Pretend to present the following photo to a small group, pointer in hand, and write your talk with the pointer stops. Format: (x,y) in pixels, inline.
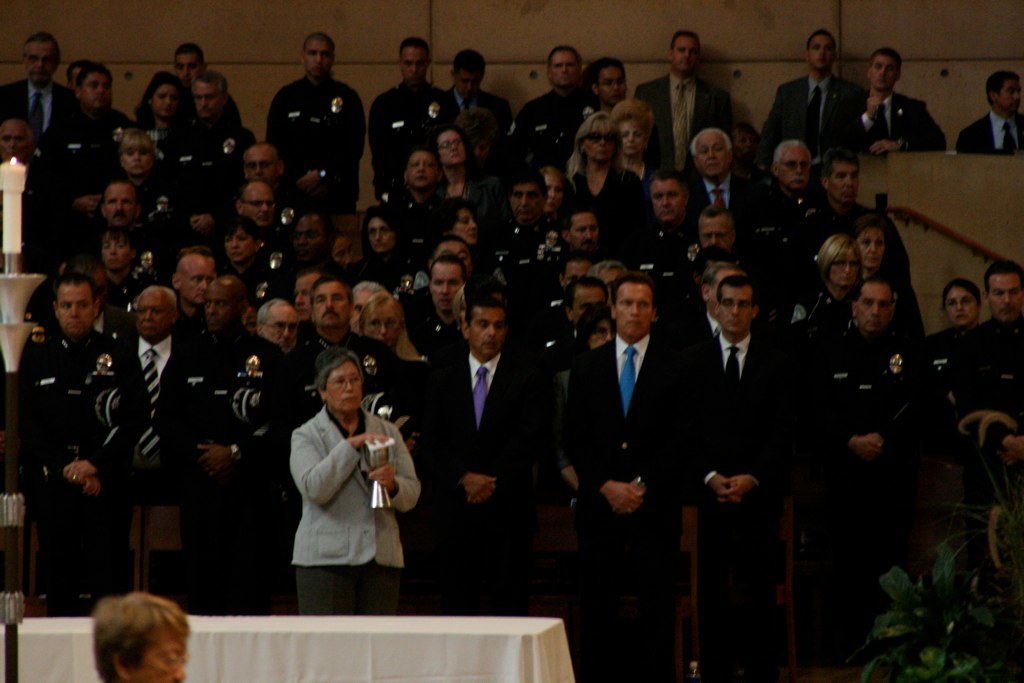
In this image, we can see people (302,266) wearing coats (759,376) and there is a person (356,448) holding an object (378,457) and we can see a cloth (322,638) on the table (531,679) and there is a house plant (961,591) and a candle stand (13,276).
